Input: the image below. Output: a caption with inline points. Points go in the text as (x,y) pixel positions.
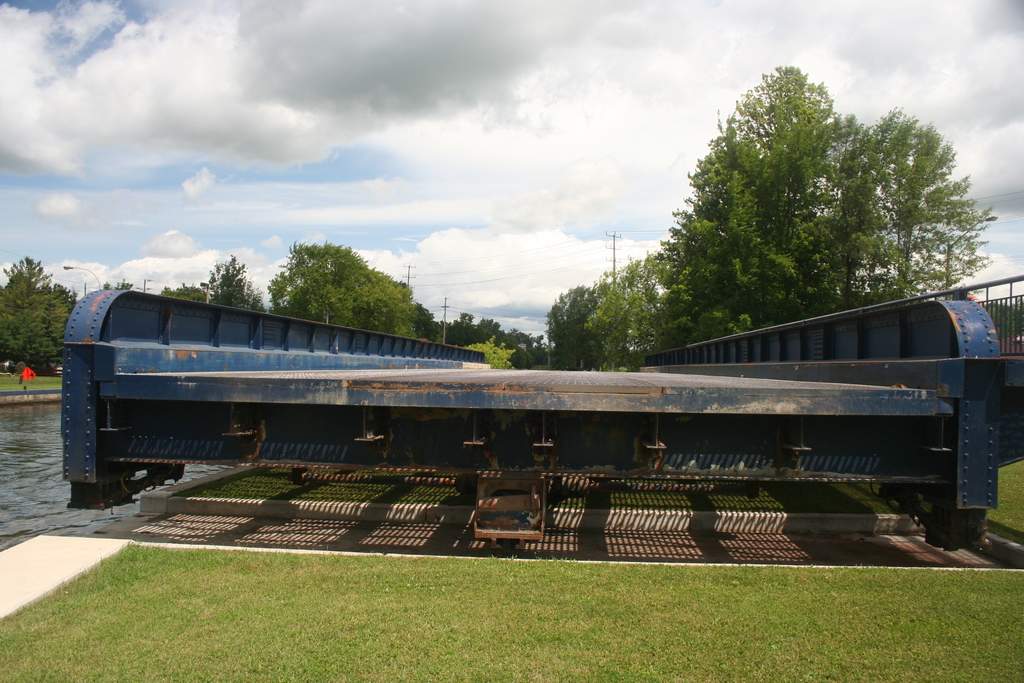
In the picture I can see an iron object (398,409) and there is a greenery ground (495,591) beside it and there is water (24,460) in the left corner (28,438) and there are trees (281,307) in the background (643,295) and the sky (469,89) is a bit cloudy.
